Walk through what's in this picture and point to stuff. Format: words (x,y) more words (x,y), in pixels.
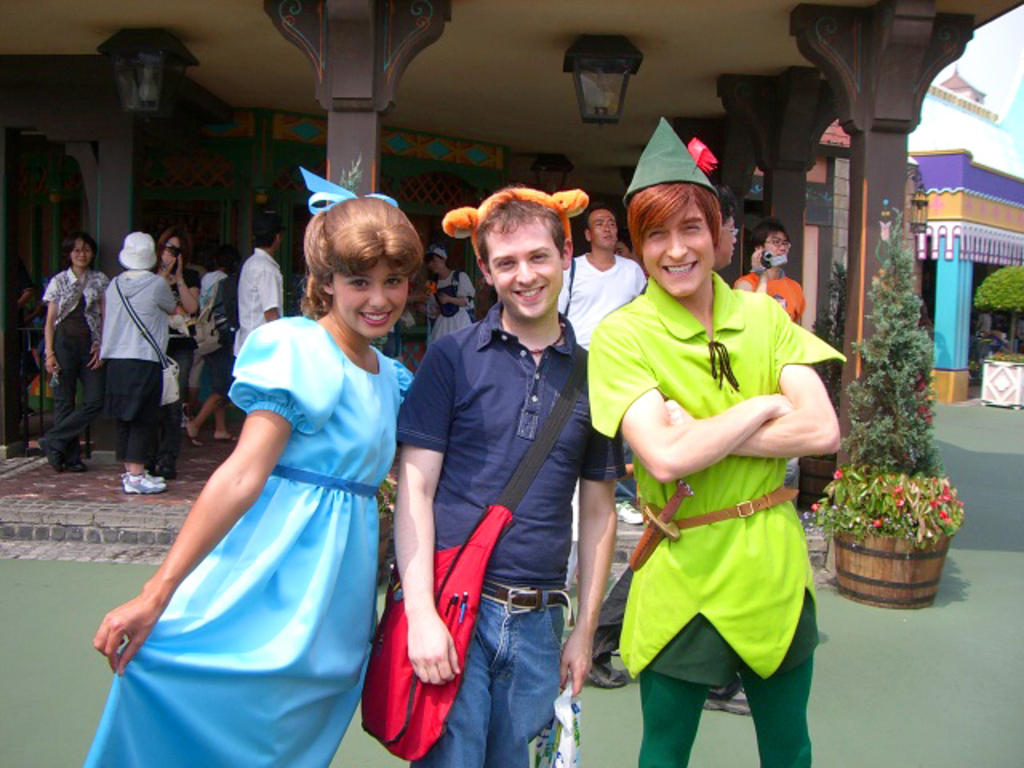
In front of the image there are three persons (374,420) standing with costumes (337,423). Behind them there are people (86,325), pillars (853,292), walls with design and at the top of the ceiling (547,77) there are lamps (602,81). And also there are pots (864,556) with plants (866,438). On the right corner of the image (981,181) there are pillars (946,379), roofs (941,170) and a bush (1008,308).
